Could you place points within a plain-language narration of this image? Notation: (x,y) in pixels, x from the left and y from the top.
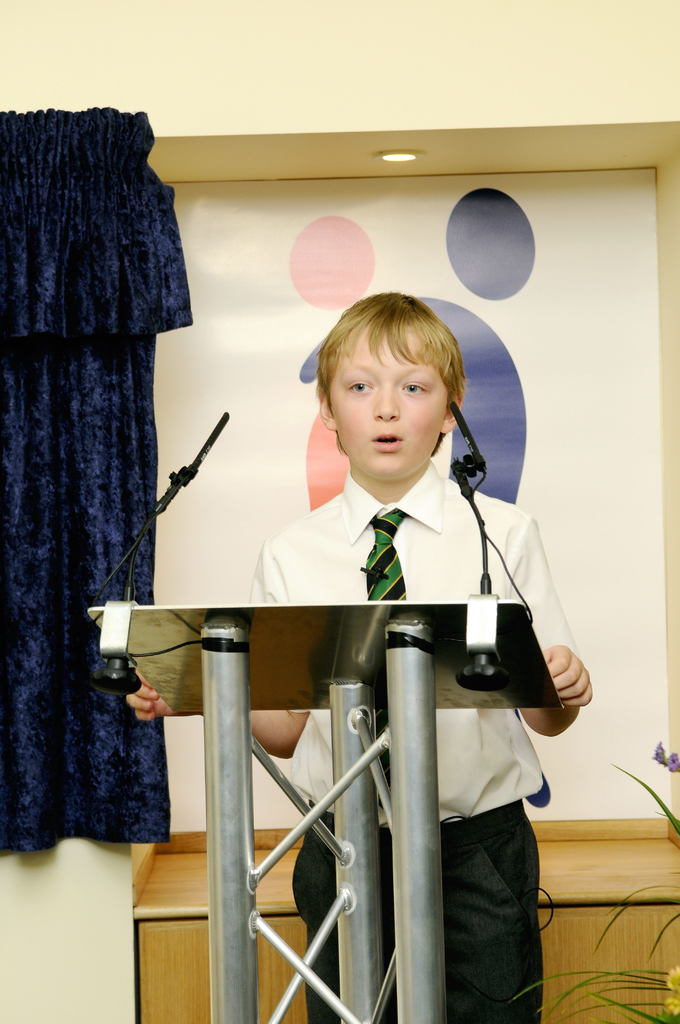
In this picture there is a boy (472,815) wearing student uniform (464,793) standing at the speech desk (449,671) and giving the speech. Behind there is a white color board (168,566) and blue curtain (27,673).
